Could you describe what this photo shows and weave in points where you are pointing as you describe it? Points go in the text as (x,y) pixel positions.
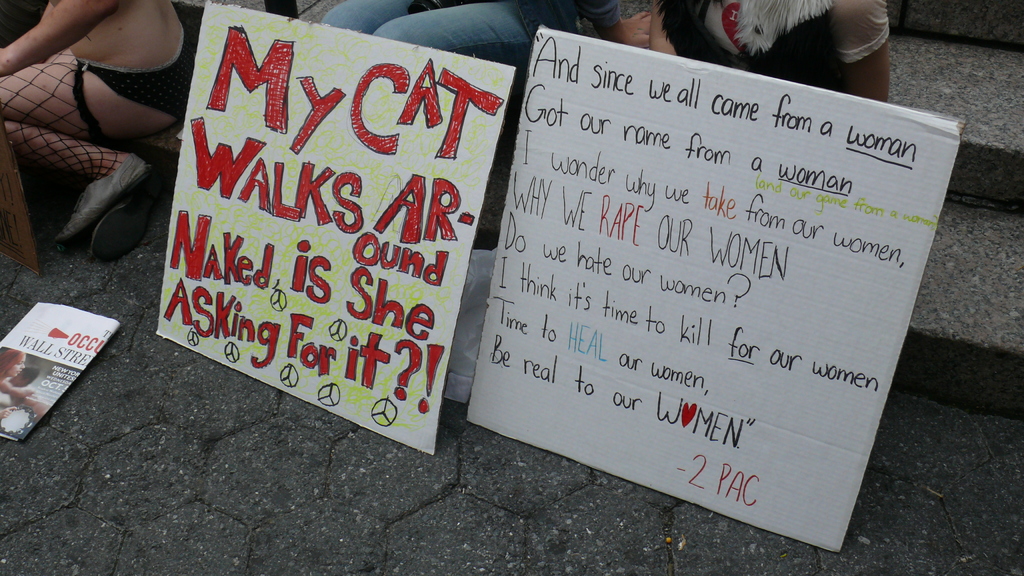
In this picture, we see the cardboards (581,311) in white color with some text (383,312) written on it. At the bottom (463,527), we see the pavement (482,529). Behind the boards (428,284), we see a white cover (474,319) and two people (516,28) are sitting on the staircase (958,91). On the left side (41,344), we see a newspaper (98,330). In the left top (23,138), we see a person (92,87) is sitting on the staircase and we see a frame (2,151).
